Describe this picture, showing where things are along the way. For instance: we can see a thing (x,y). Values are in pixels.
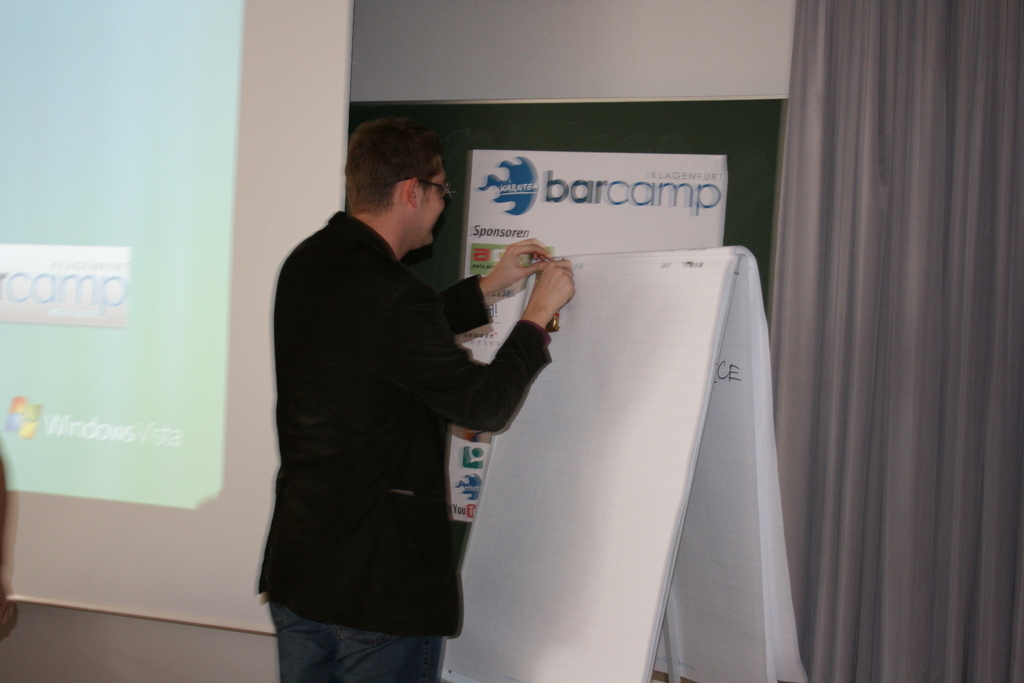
In this image we can see a person (506,391) standing and in front of him there is a board (618,472) and on the left side of the image (155,131) we can see a projector screen (89,432). There is a wall (151,641) with poster (621,209) with some text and we can see a curtain (897,191) on the right side of the image (852,301).
